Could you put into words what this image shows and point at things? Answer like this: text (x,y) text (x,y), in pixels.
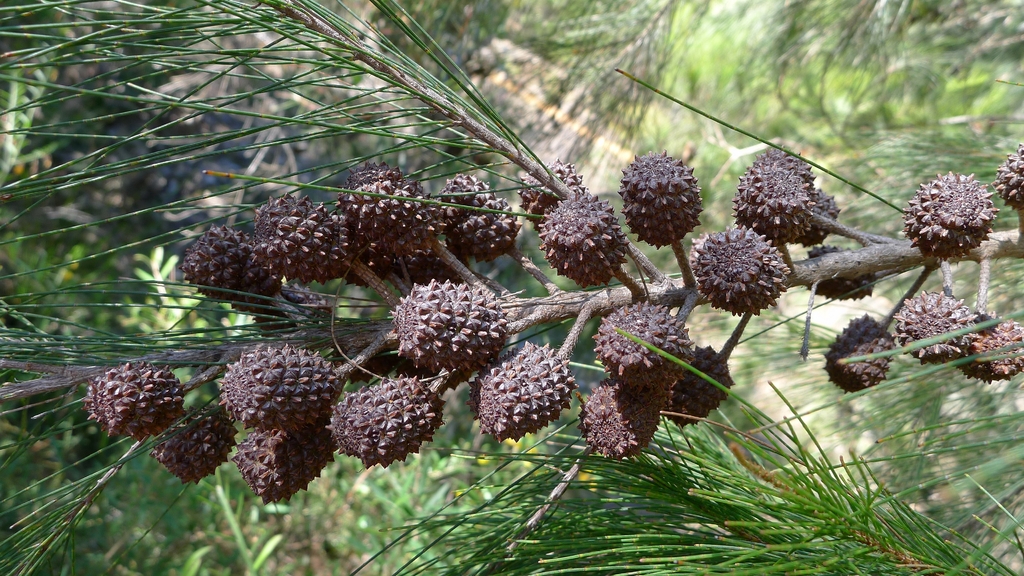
In this image we can see pine fruits (212,273) on a branch (923,268) of a tree (663,299). In the background (648,37), we can see a group of trees (668,37) and some plants (396,513).
